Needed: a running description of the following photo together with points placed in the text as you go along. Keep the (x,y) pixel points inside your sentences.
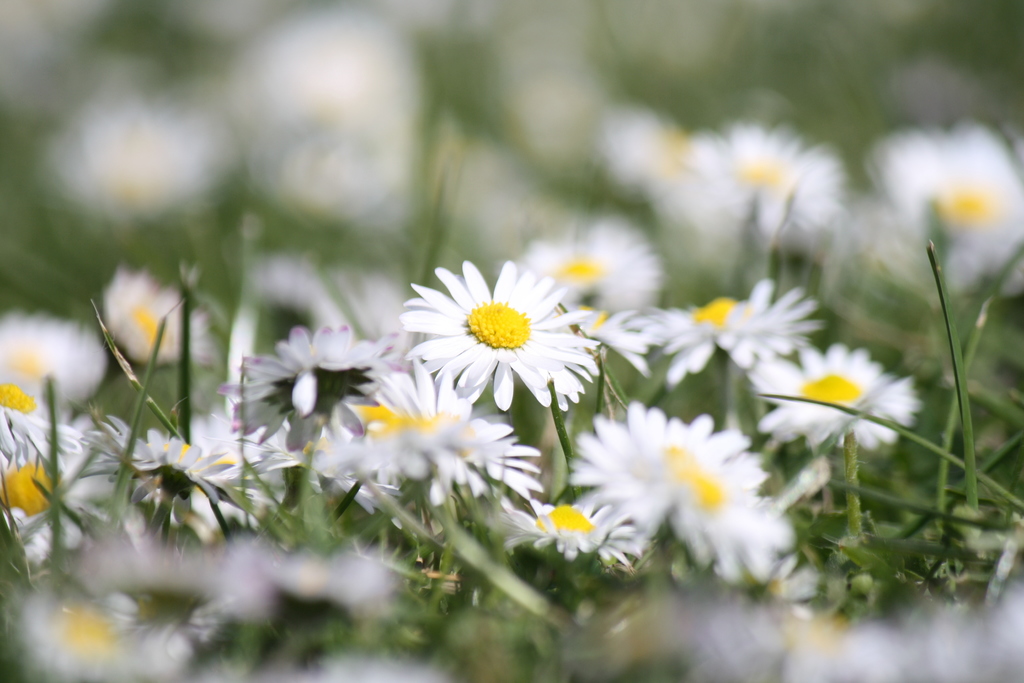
In this image, I can see the plants (397,417) with flowers (483,432). There is a blurred background (107,122).
